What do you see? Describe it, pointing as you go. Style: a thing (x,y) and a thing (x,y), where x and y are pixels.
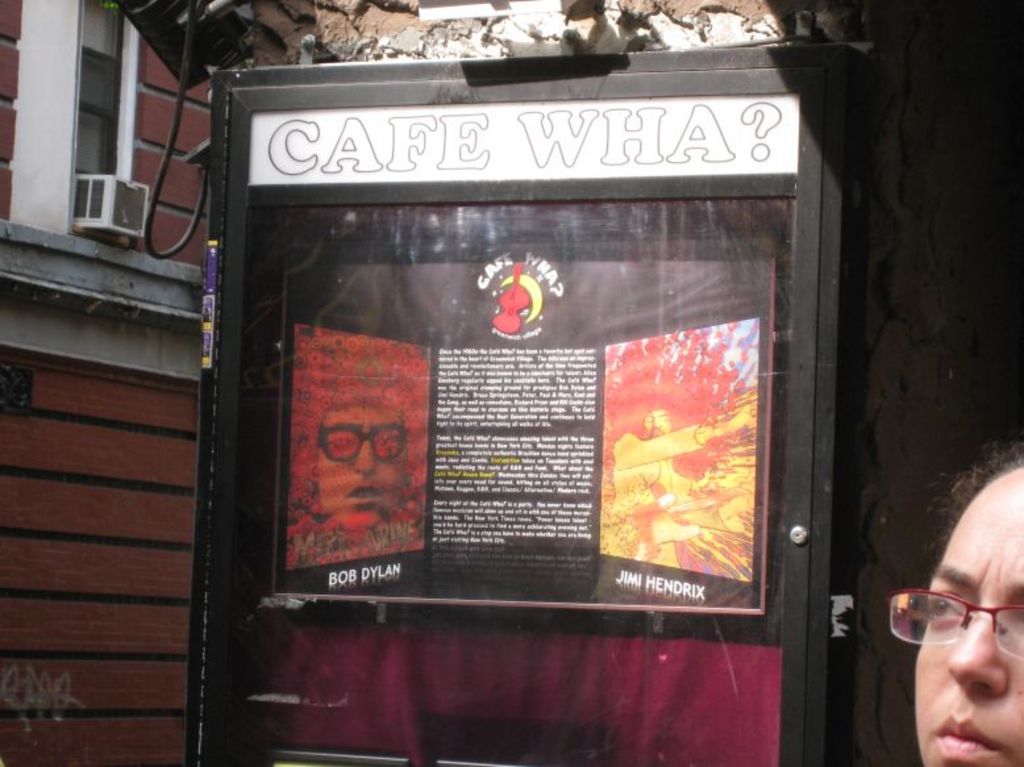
In this picture we can see board (658,583), glass (467,658), wall (145,592), window (82,105) and object (111,195). In the bottom right side of the image (932,760) we can see persons face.
